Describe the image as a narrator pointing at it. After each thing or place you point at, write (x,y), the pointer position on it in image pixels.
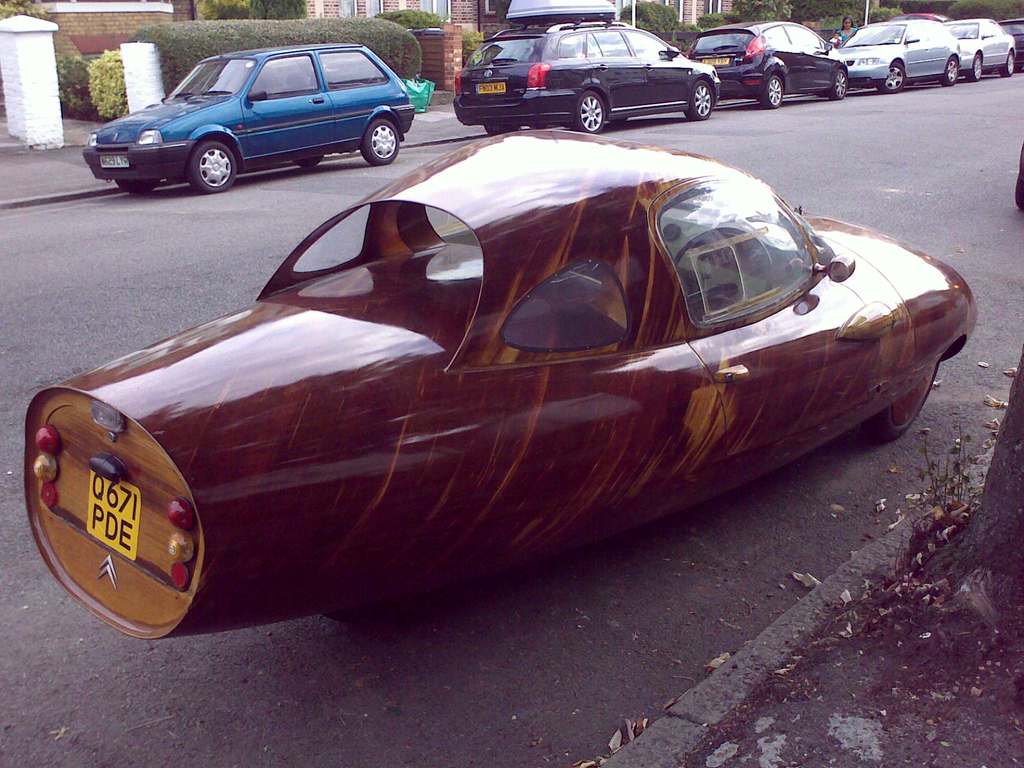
In the center of the image (527,340) we can see car (596,495) on the road (517,643). In the background (87,117) we can see cars (310,87), buildings (157,18), trees (387,12) and plants (191,54).
